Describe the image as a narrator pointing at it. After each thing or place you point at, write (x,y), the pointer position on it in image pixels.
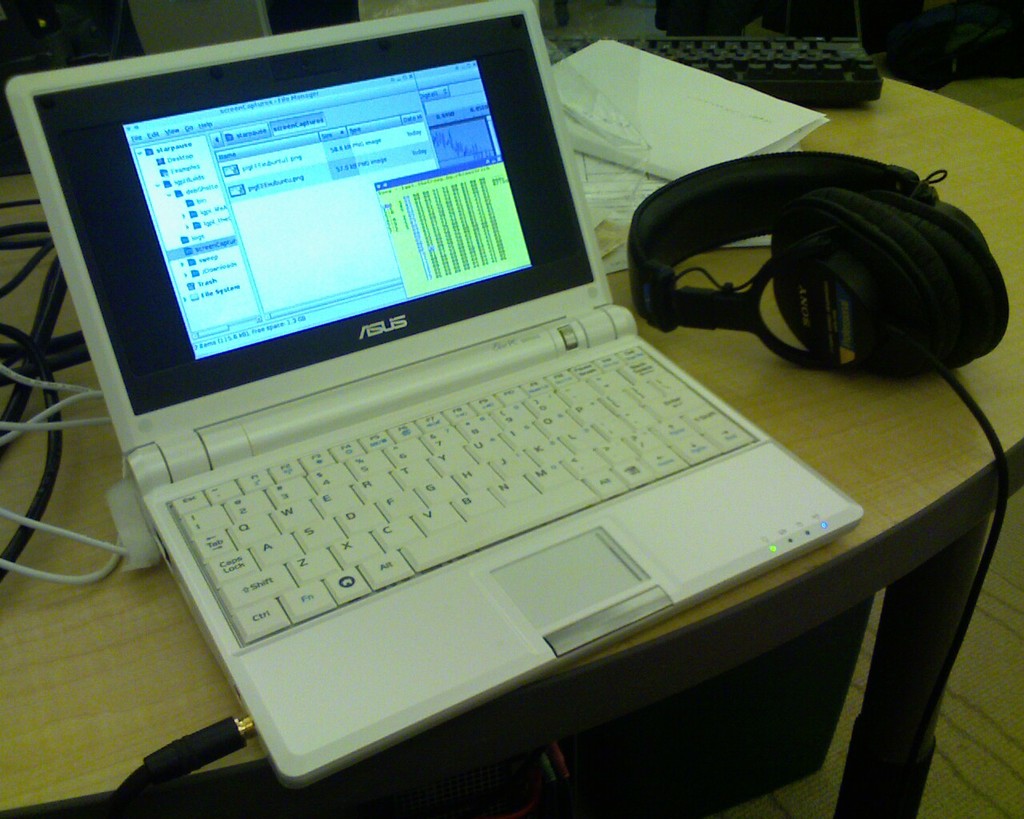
As we can see in the image there is a table (870,456). On table (958,170) there is a keyboard (700,67), laptop (442,244) and headphones (839,297).
